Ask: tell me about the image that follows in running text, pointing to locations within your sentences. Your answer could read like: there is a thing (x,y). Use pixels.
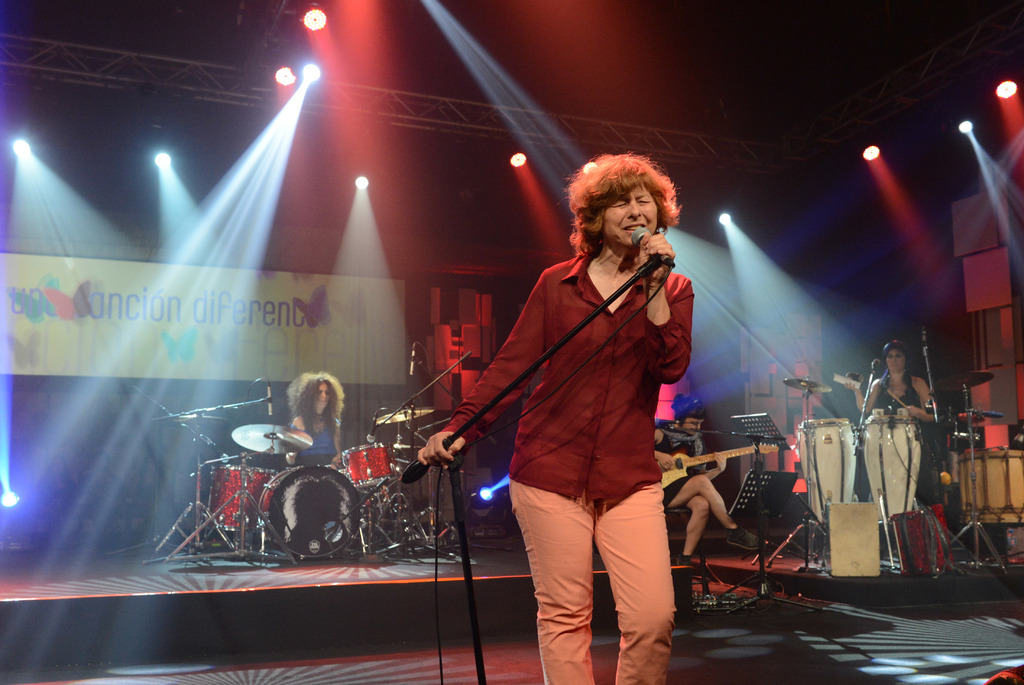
In this image, in the middle (644,291) there is a person (653,277) standing and holding a microphone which is in black color and singing in the microphones (674,261), in the background (708,464) there are some people (697,472) sitting and holding the music instruments (682,470), in the left side (239,525) there are some music instruments (295,472) which are in red color and there is a person (320,452) sitting and playing the music instruments (302,444), there are some lights (195,248) which are in red and blue color and there is a poster (146,352) which is in yellow color.
